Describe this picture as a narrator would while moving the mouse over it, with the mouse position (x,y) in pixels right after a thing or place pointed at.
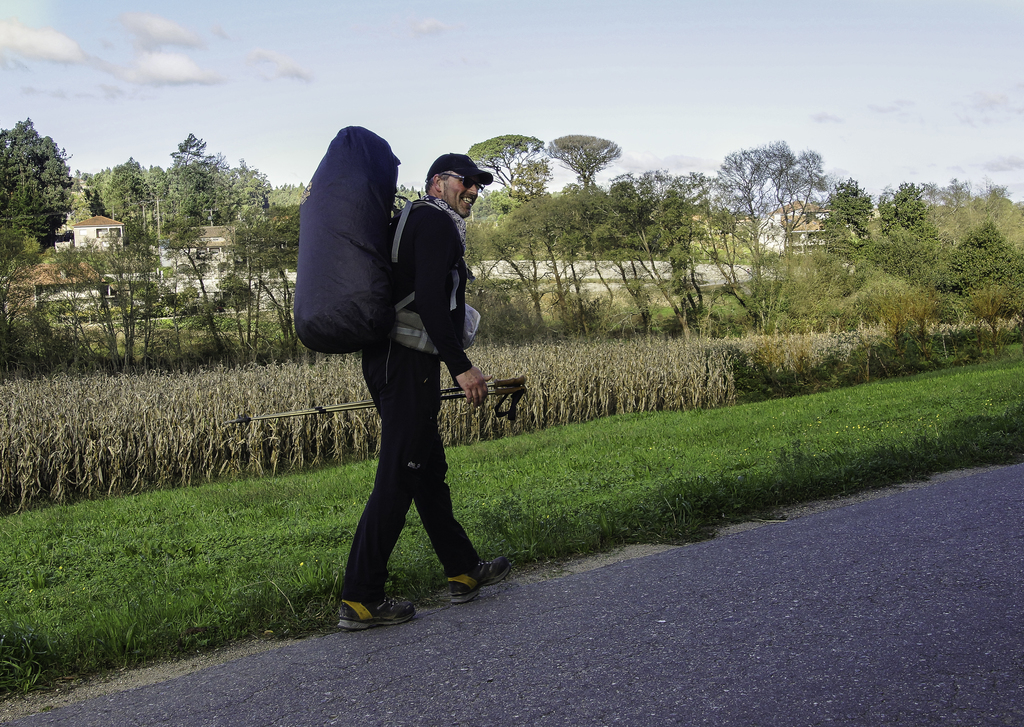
In the center of the image (401,355) we can see a man (415,286) walking. He is wearing a backpack (337,311). In the background (494,104) there is grass (578,431), trees (78,213), buildings (113,227) and sky (501,116). At the bottom (316,487) there is grass (602,469).
